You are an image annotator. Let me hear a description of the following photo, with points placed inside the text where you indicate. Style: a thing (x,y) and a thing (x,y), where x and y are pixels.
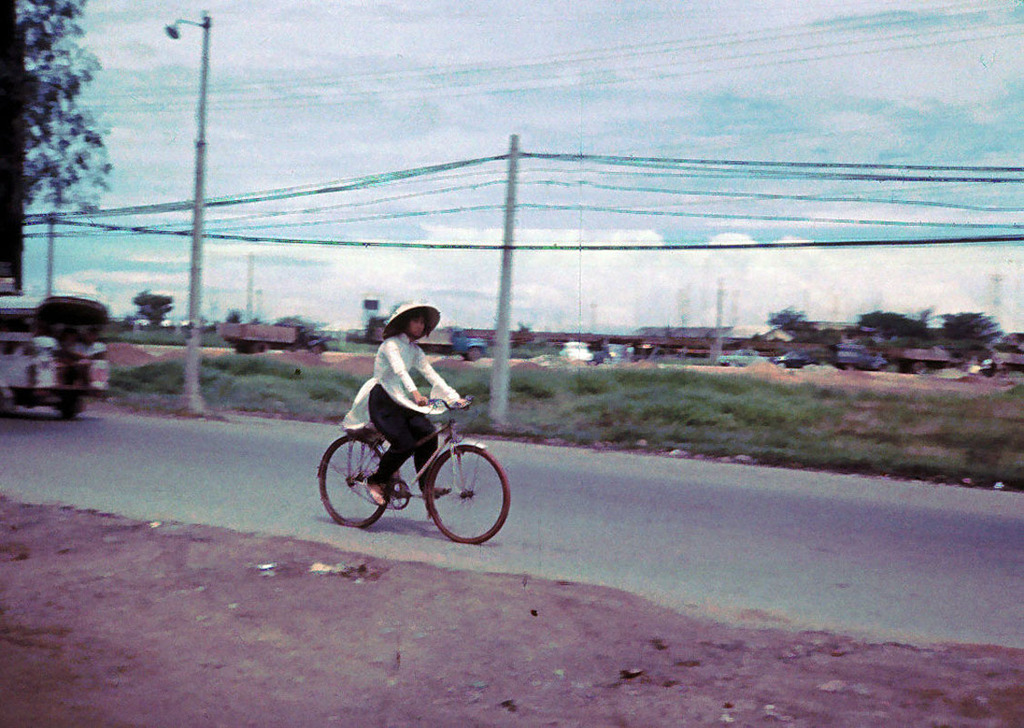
In this picture we can see a person (382,462) is riding bicycle (341,443) on the road (619,480), in the background (82,321) we can find few vehicles (73,391), poles (202,205) and cables (456,187), and also we can see trees (51,135).
